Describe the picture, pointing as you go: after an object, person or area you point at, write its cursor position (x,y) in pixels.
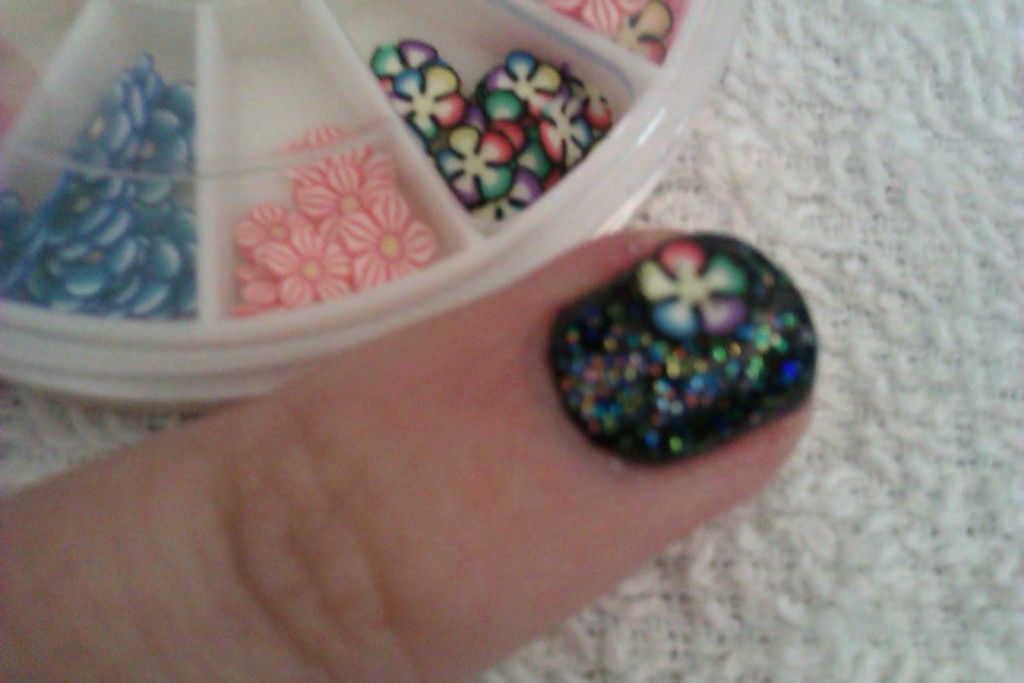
In this picture we can see a person's finger (566,407), cloth (734,111), box (674,144) and some objects (258,260).
